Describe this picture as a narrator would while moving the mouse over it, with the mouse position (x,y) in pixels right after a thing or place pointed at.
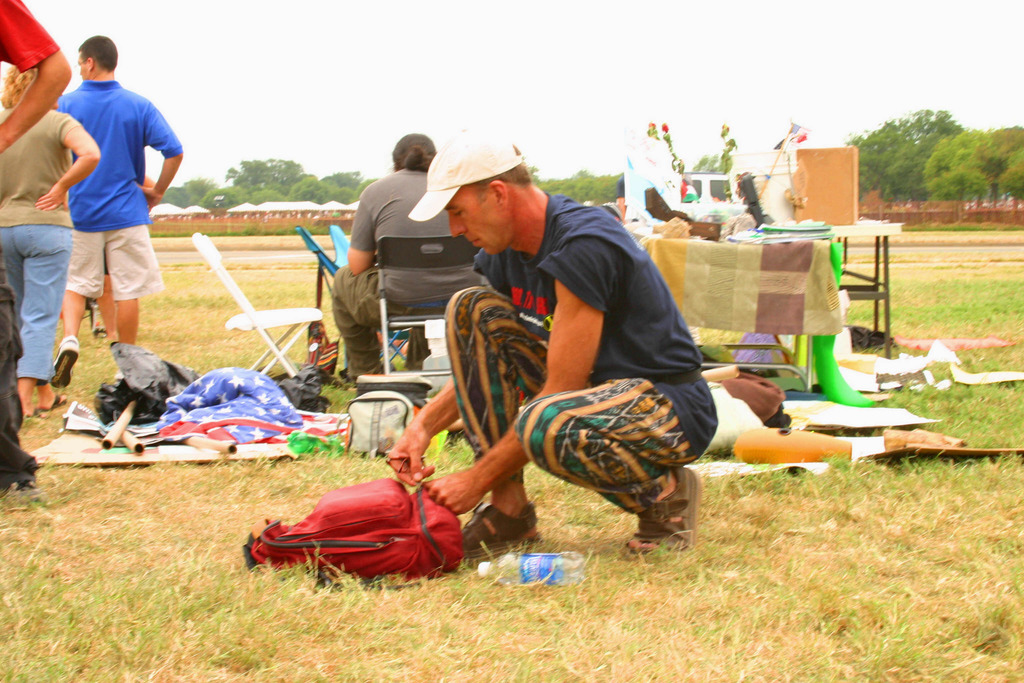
In this image we can see one big ground (186,334), some green grass (187,306), so many trees (982,152), so many people (164,190), some people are standing, one person (361,349) sitting on a chair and one man (503,449) in crouch position, holding a bag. There are some tables (749,274), so many different objects (822,236) are on the table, so many different objects (315,316) on the surface (901,247) and at the top (179,181) there is the sky (64,51).
